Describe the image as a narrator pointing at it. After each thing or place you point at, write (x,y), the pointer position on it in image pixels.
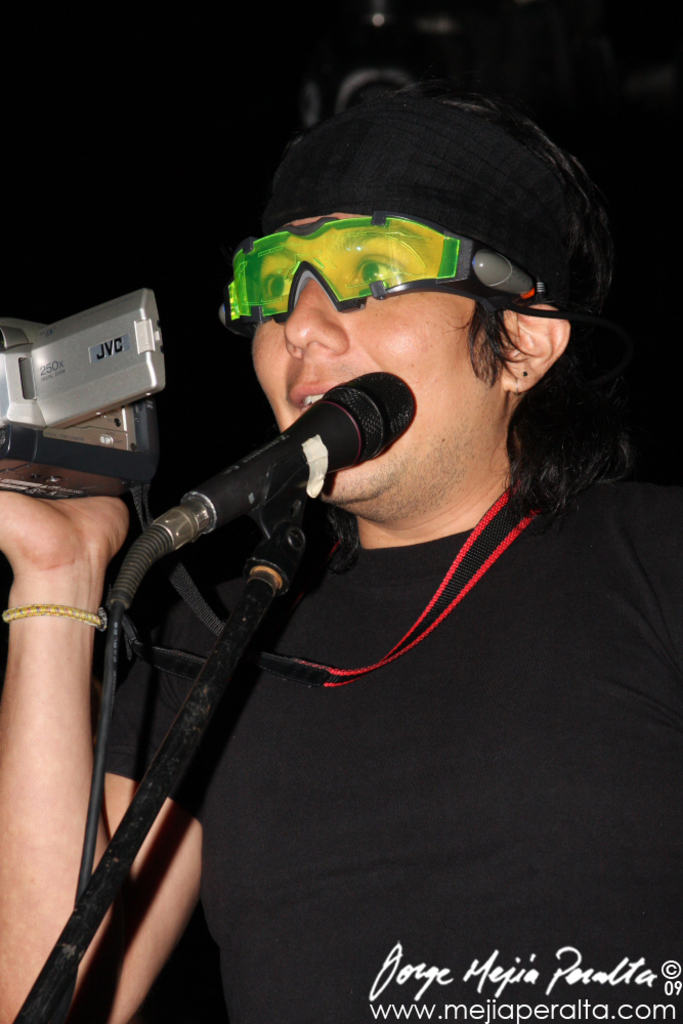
In this I can see a person (558,802) is holding a camera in right hand (102,572). This person (367,565) wore a black color t-shirt (462,707), cap (494,220), there is a microphone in black color. At the bottom (373,990) there is the watermark name (466,1002).
